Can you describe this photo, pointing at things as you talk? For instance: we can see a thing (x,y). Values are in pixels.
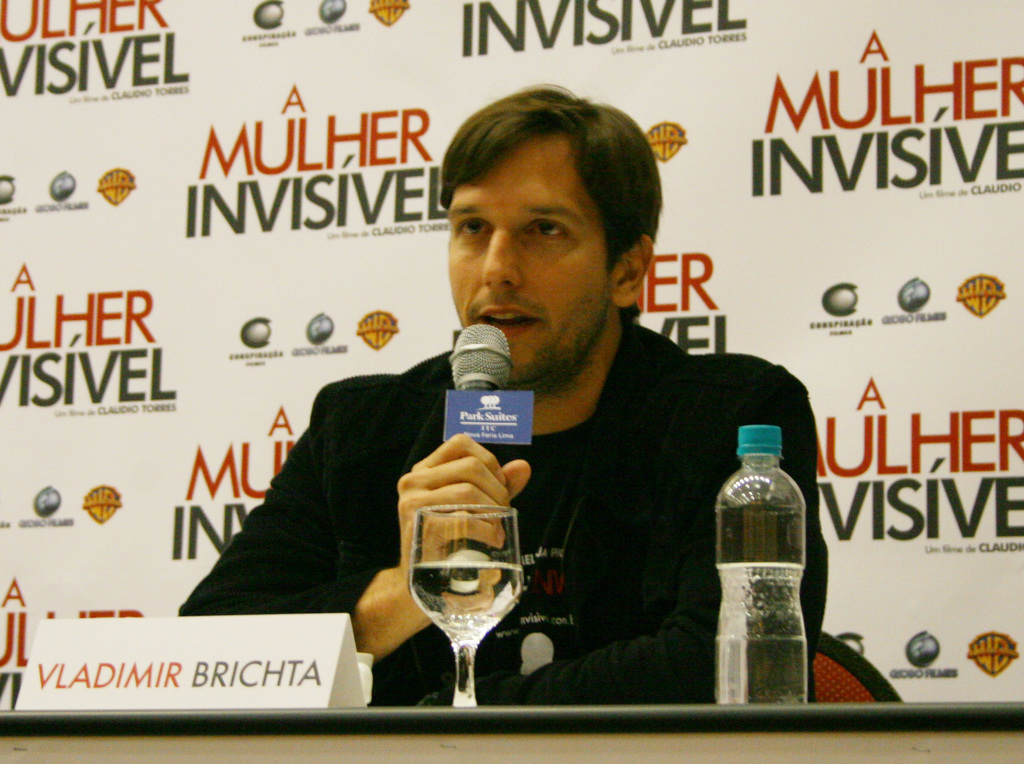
In this picture there is a person (301,492) who is sitting at the center of the image (564,288), by holding a mic (470,390) in his hand (439,479), he is about to say something and there is a bottle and a glass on the table (327,754) in front of him, there is a poster (398,212) behind the person (603,665).
